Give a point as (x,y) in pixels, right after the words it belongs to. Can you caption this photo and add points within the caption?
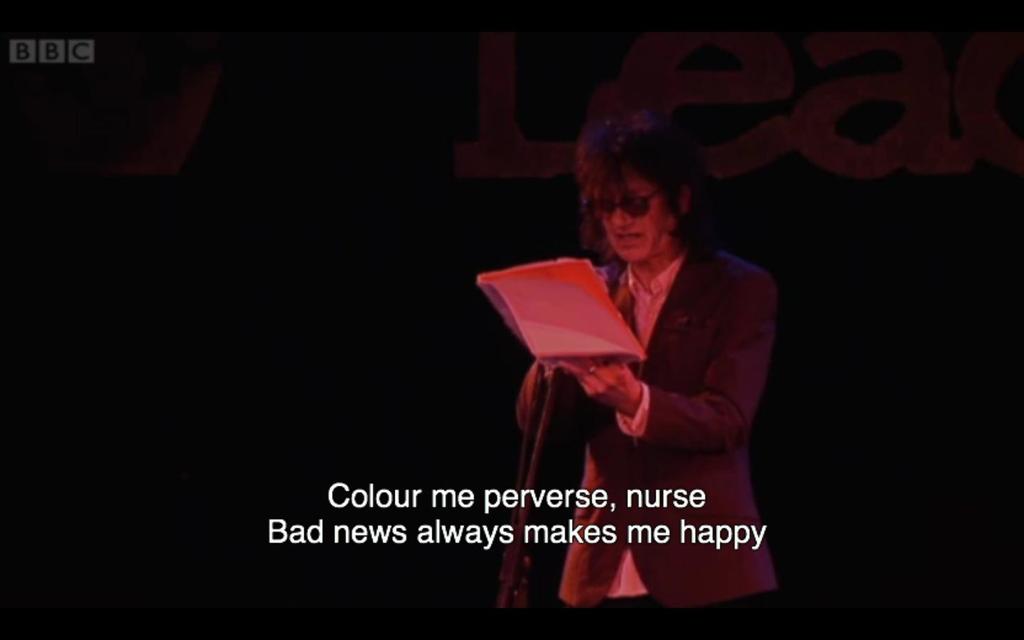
In this image I can see the person (642,362) with the dress (605,433) holding an object (552,313). I can see something is written on the image and there is a black color background (246,300).
